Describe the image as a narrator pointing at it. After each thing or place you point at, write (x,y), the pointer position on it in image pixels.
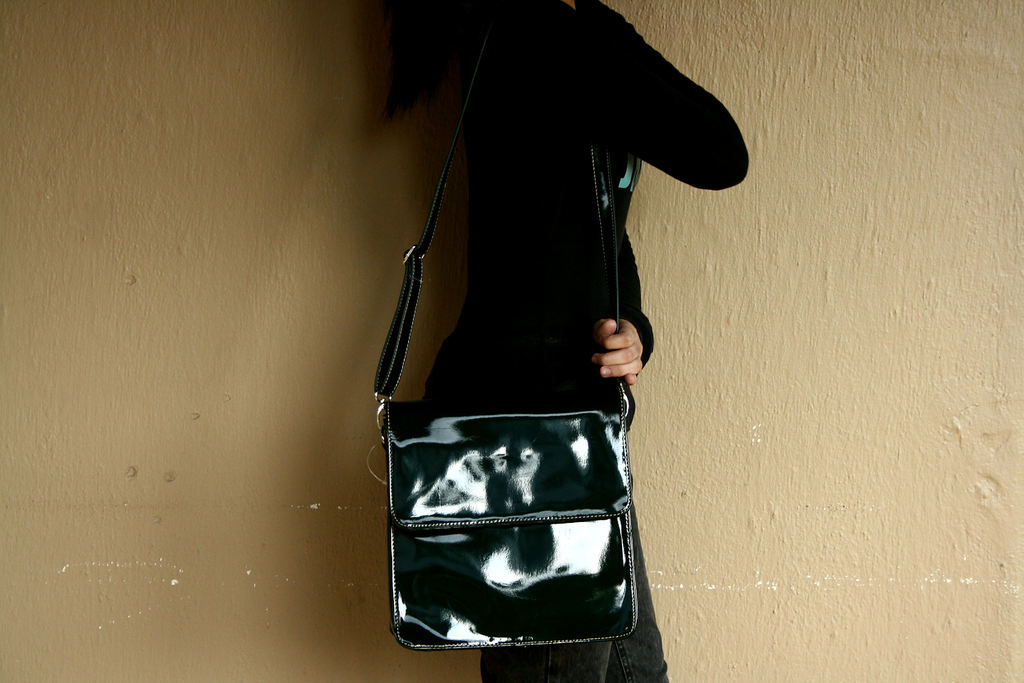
In this picture we can see person (542,315) wore black color jacket (540,175) bag (400,302) carrying and in background (314,253) we can see wall (155,253).
